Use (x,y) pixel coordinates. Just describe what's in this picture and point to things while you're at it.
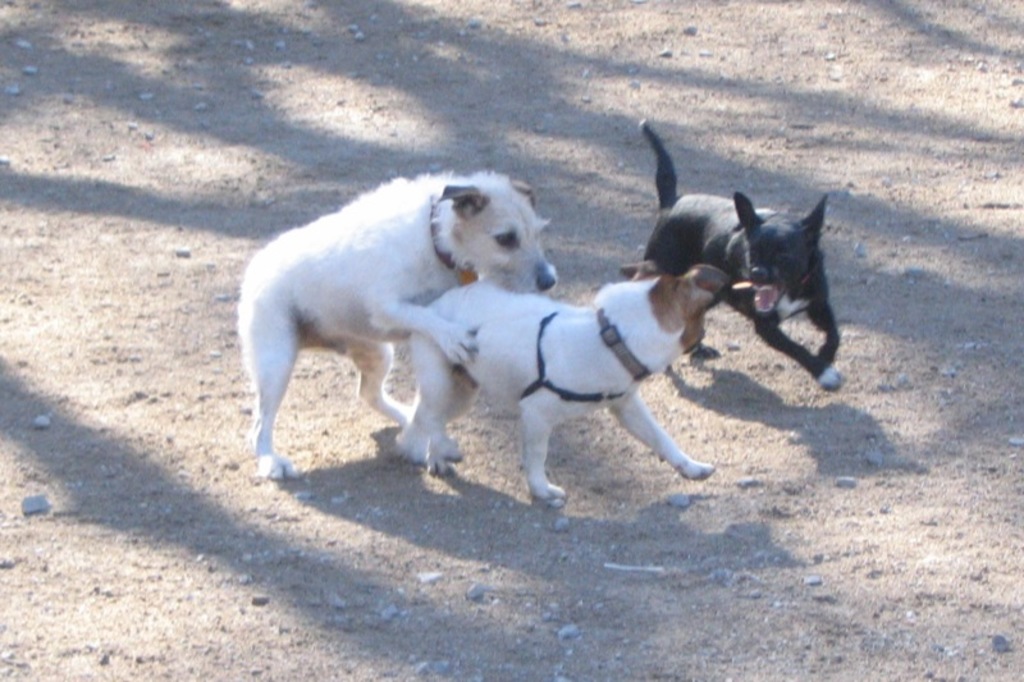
In this image we can see group of dogs (378,300) standing on the ground (736,371).
